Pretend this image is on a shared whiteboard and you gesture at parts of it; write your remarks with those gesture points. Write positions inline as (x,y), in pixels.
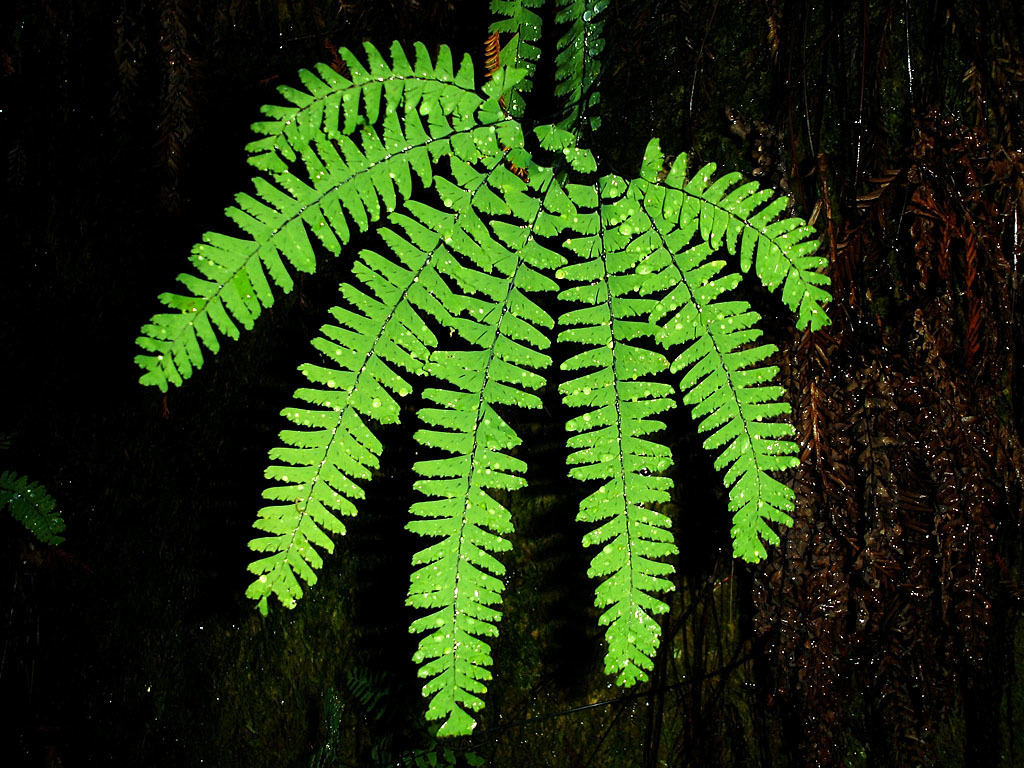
In this picture we can see leaves (600,392), trees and dark background (177,239).
